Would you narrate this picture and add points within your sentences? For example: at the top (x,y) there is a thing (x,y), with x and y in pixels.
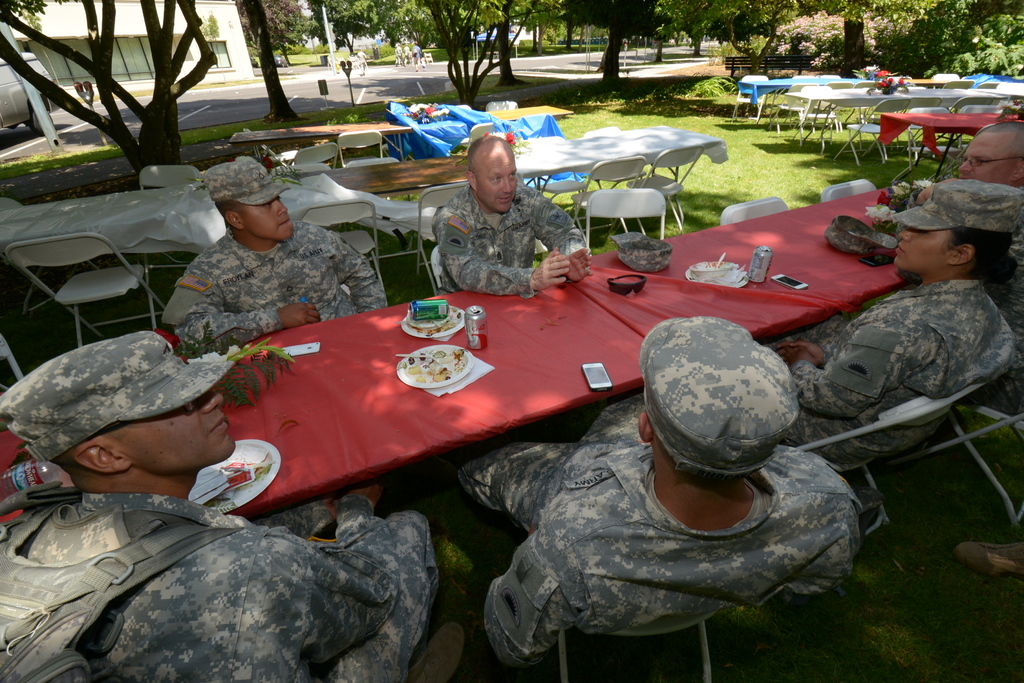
In this picture we can see some people (859,352) sitting on chairs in front of tables (700,285), we can see plates (420,370), tins (756,275), mobile phones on the table (567,328), in the background (891,117) there are some chairs (877,108) and tables (833,93), we can see grass (767,158) at the bottom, we can see some trees (451,39) here, we can see a building (144,42) on the left side (117,33), there is a parking machine (349,81) here.
